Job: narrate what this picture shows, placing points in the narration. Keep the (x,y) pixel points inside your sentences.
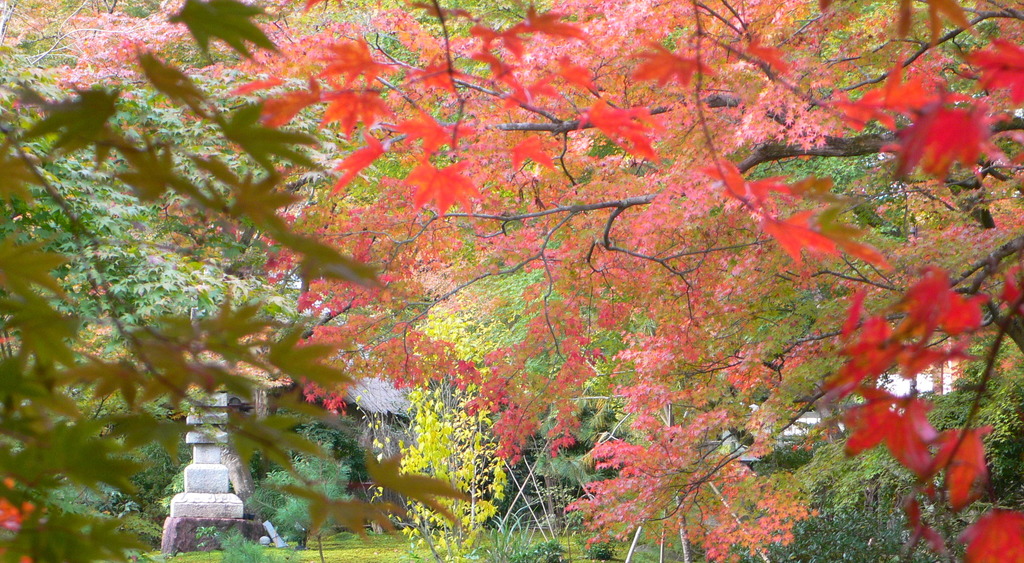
In this image we can see many trees (735,358). We can also see the house (368,387), plants (475,540), grass (356,544) and also a structure (212,500).
